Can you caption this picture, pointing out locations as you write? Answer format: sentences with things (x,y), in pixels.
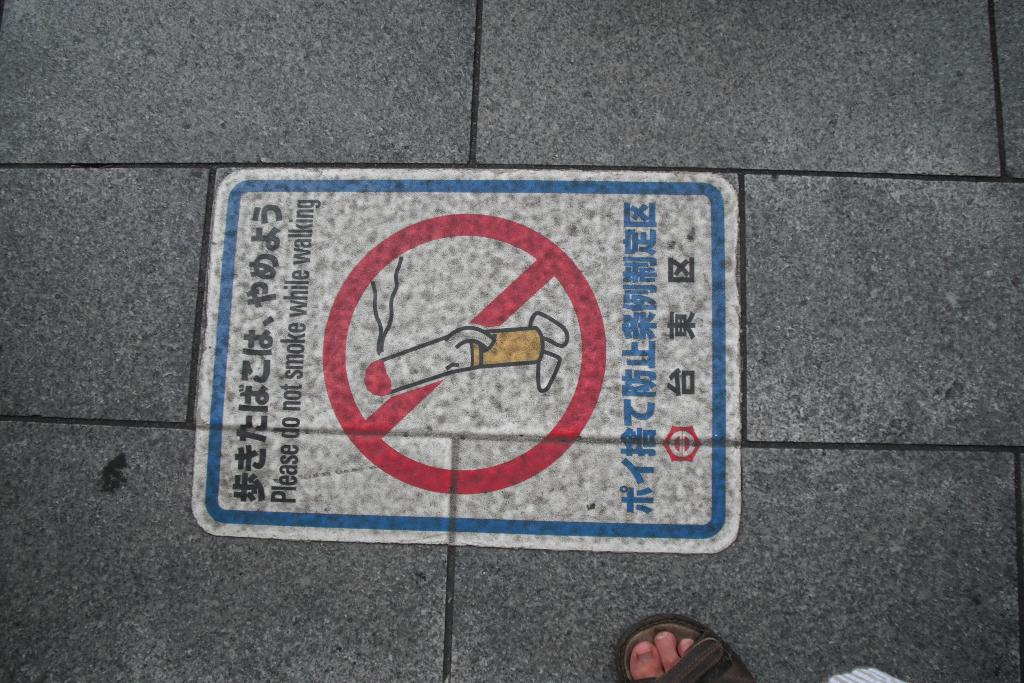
In this picture we can see there is a sign board (468,311) on the floor (31,239) and we can see a person leg (681,628) on the floor (656,599).
